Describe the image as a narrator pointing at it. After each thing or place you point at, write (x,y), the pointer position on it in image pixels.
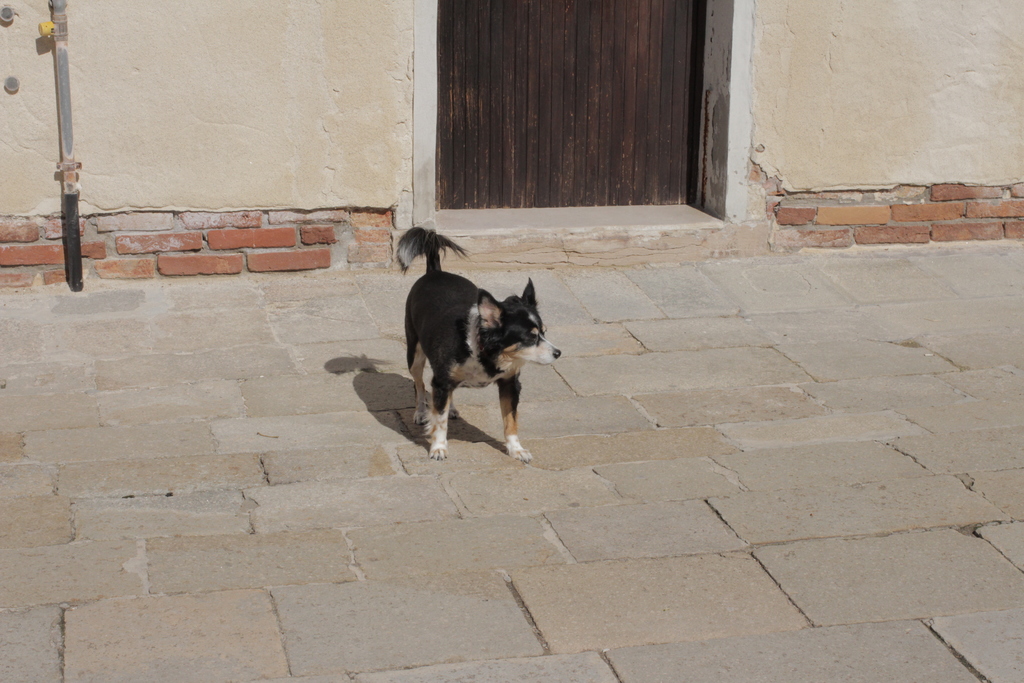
In this image we can see a dog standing and we can also see a wooden door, pole (73,231) and walls (7,70).
